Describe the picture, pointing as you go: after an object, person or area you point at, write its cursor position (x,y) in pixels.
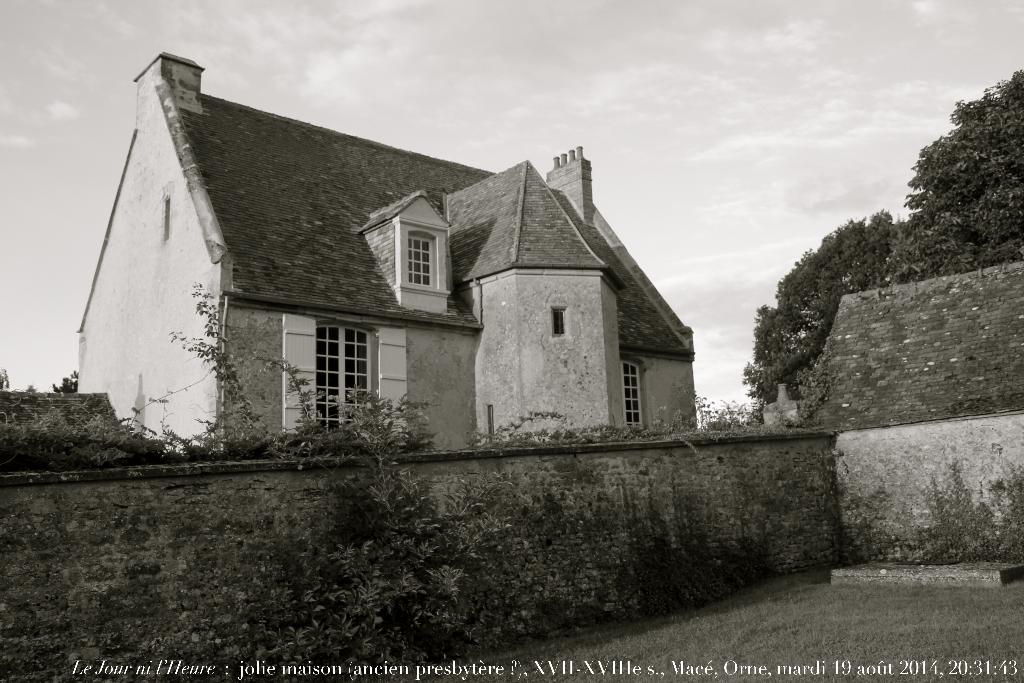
In this image I can see few trees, a building (843,447) and sky (546,161), and the image is in black and white.
